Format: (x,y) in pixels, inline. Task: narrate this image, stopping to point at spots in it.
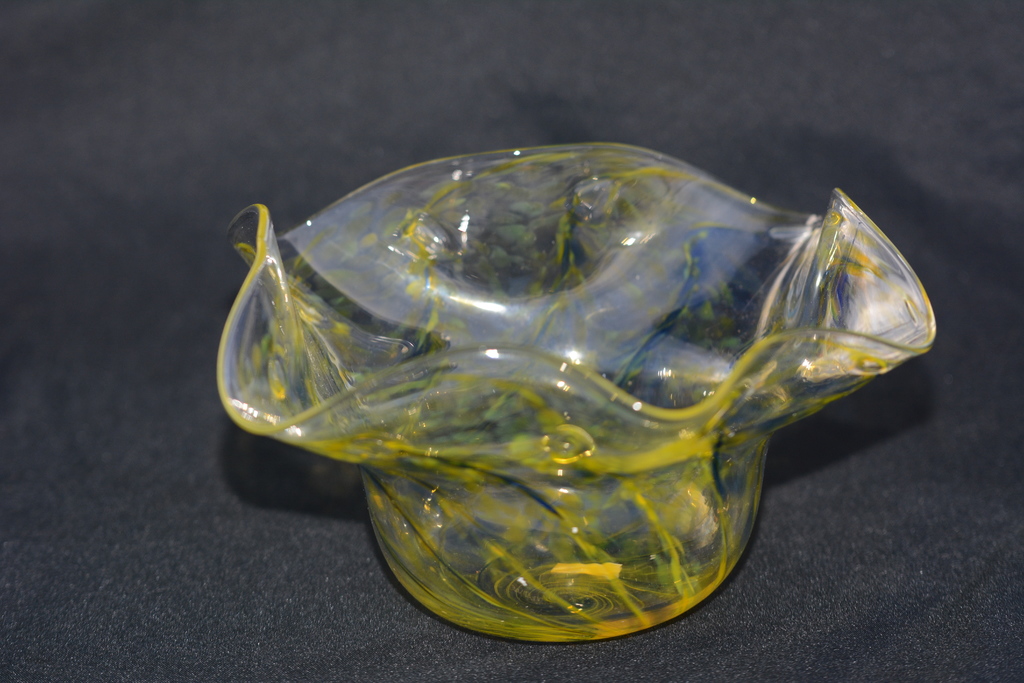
In this image, this looks like a glass bowl (593,454). The background (259,65) looks grey in color.
